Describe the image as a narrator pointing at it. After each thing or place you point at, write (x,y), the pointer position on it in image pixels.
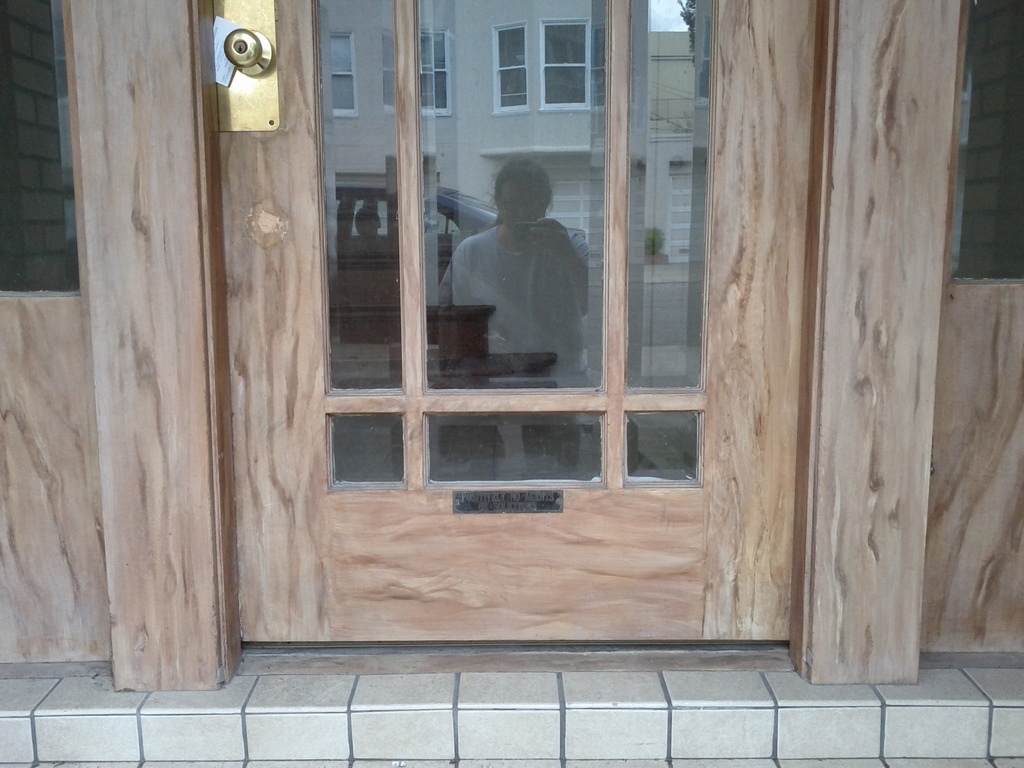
In this image there is a door (748,333) to the wall (6,406) having windows (700,286). On the door (595,309) there is reflection (543,307) of a person (545,270) holding a camera (532,232). Behind him there is a car (385,235) having a person (372,213) sitting inside it. Behind it there is a building (368,63).
